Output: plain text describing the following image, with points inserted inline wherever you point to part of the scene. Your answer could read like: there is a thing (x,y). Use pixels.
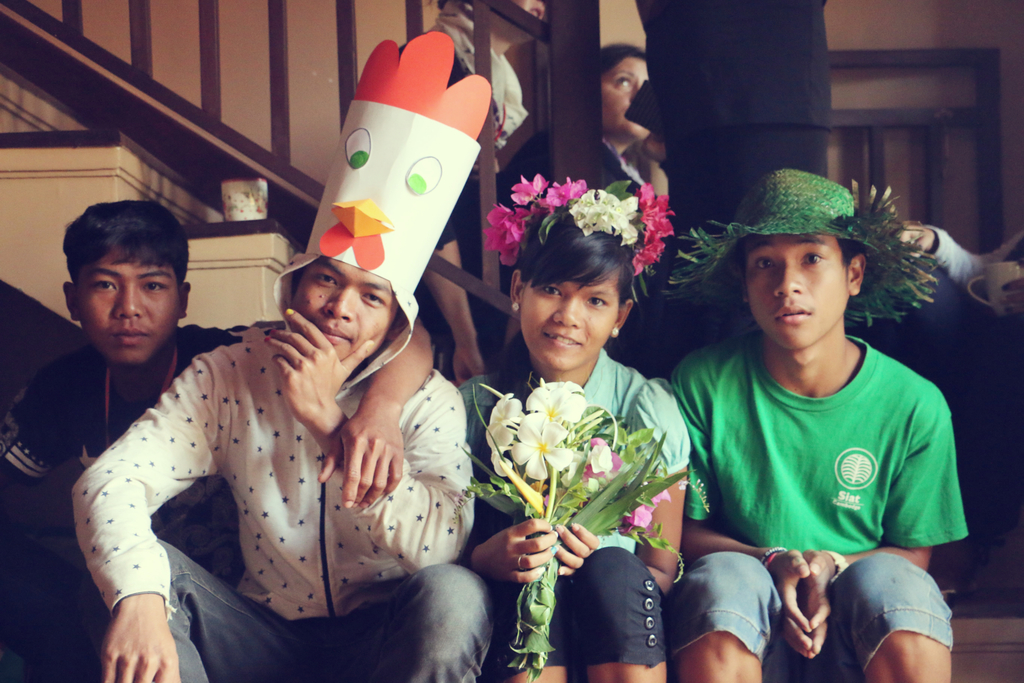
Here in this picture we can see a group of children (241,363) sitting over a place and the girl (568,530) in the middle (493,447) is holding a flower bouquet (542,463) in her hand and wearing a flower crown (663,225) on her and the boy (775,243) beside her on the right side (781,195) is wearing a hat (803,204) on him and the boy (328,292) present on the left side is wearing something on his head (306,293), which is prepared from chart (452,159) over there and behind them we can see a staircase (260,143) with railing (217,76) present and we can see a woman (639,180) present over there.
